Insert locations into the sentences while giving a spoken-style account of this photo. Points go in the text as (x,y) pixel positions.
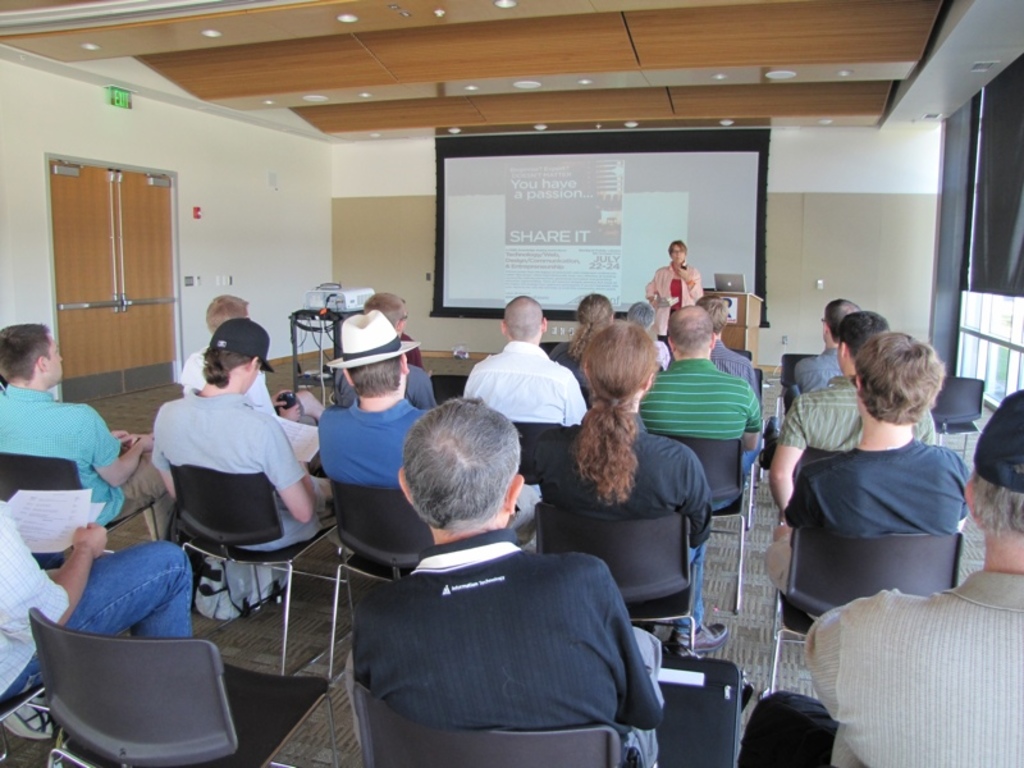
In this picture we can see group of people (599,388) sitting on chair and listening to the woman (691,284) standing beside the podium (734,322) and on podium (712,296) we have laptop (719,284) and in background (572,225) we can see screen (581,223), wall (371,228).
